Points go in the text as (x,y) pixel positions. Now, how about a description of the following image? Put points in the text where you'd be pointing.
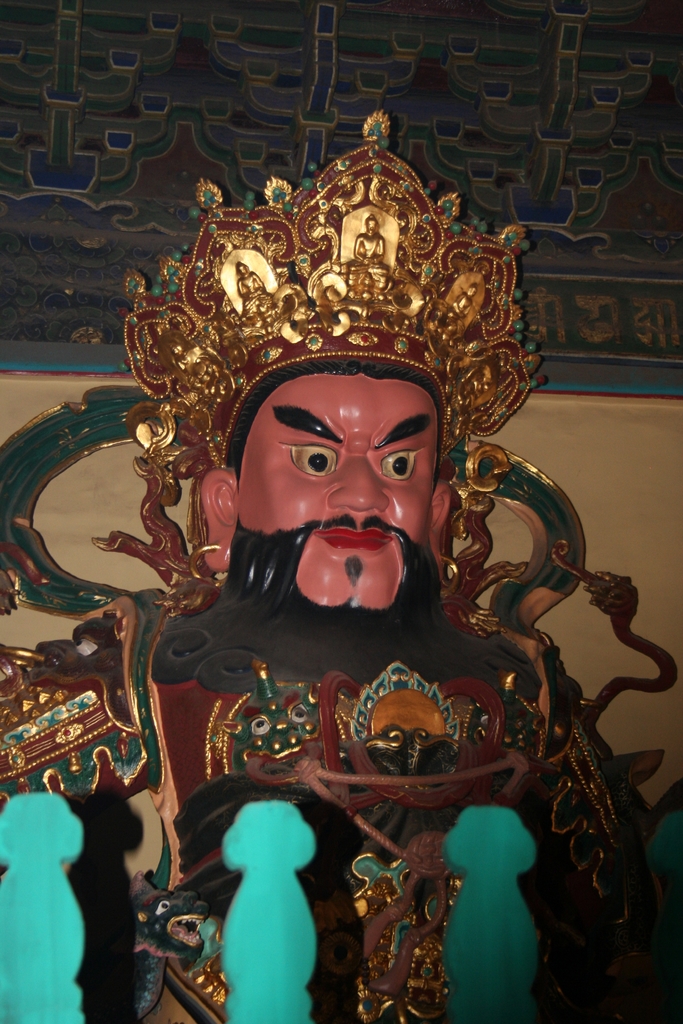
In this picture, we see the idol (381,430) or statue (453,583) of the man (378,441) wearing crown (342,322). At the bottom of the picture (516,965), we see three objects (304,982) in green color. In the background (627,475), we see a wall (628,417).
